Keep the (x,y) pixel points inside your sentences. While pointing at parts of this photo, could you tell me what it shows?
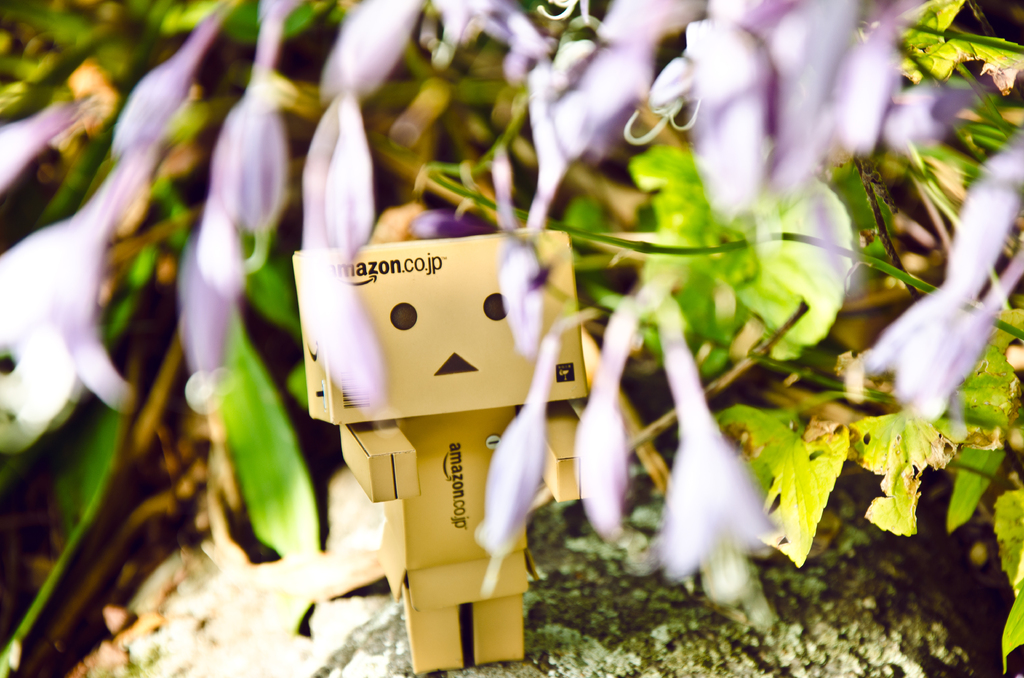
In this image we can see there are flowers (552,154), leaves (810,481) and object (489,559) on the ground (622,600).
